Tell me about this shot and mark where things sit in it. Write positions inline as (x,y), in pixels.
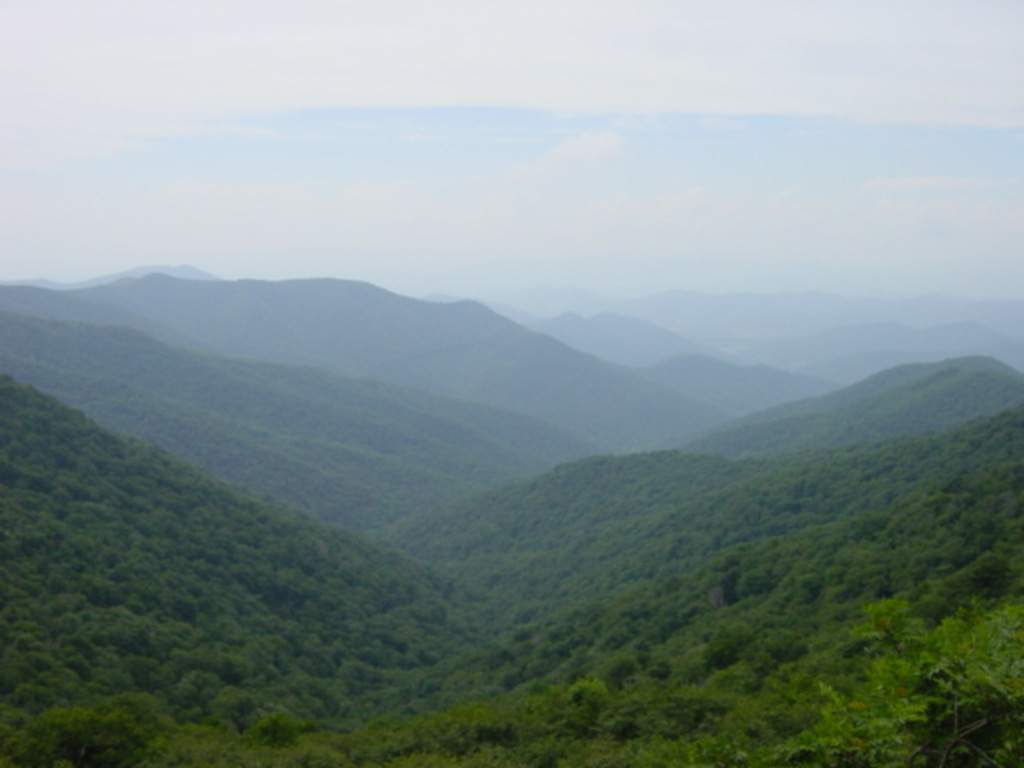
There are trees (473,497) on the mountains (312,514). In the background (442,291), there are clouds (84,99) in the blue sky (586,124).
